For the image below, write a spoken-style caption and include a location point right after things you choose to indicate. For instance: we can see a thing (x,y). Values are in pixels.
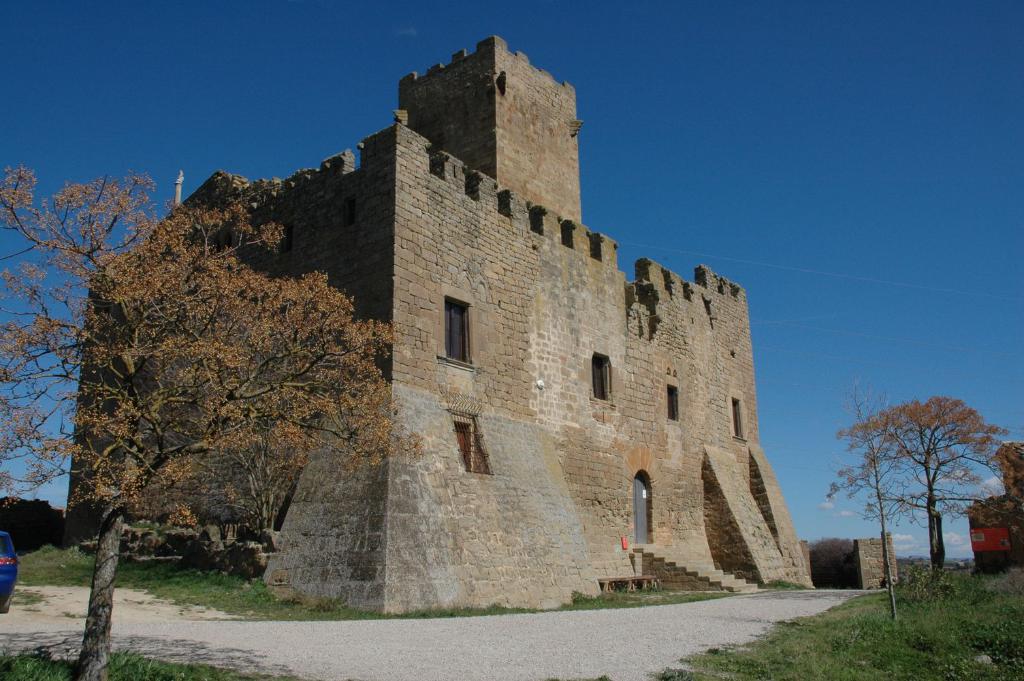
In this picture we can see a castle (486,442) here, on the left side (184,457) and right side (935,503) there are trees (901,503), we can see grass (937,665) at the right bottom (937,658), there is the sky (736,100) at the top of the picture (739,57), we can see some stairs (712,575) here.
